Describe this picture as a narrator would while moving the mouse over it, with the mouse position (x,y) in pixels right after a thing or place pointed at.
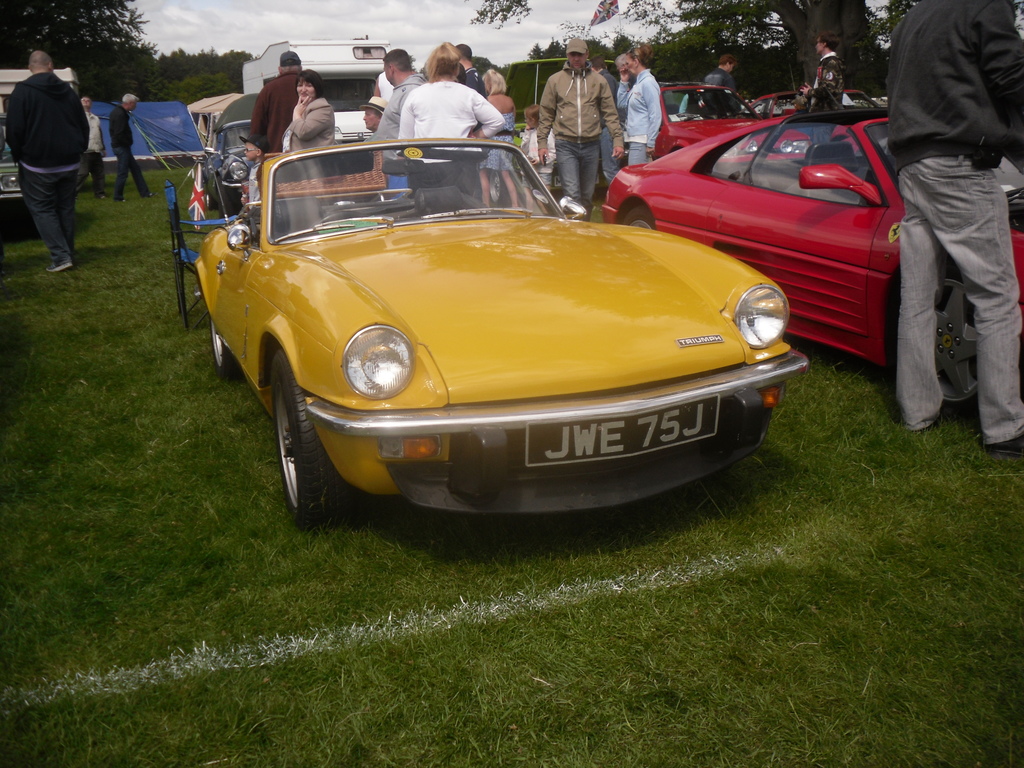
In this image in the front (603,660) there's grass (639,669) on the ground (624,650). In the center (675,411) there are vehicles (444,193) and there are persons (477,126) standing. In the background (236,66) there are trees (676,64) and the sky (400,47) is cloudy.
